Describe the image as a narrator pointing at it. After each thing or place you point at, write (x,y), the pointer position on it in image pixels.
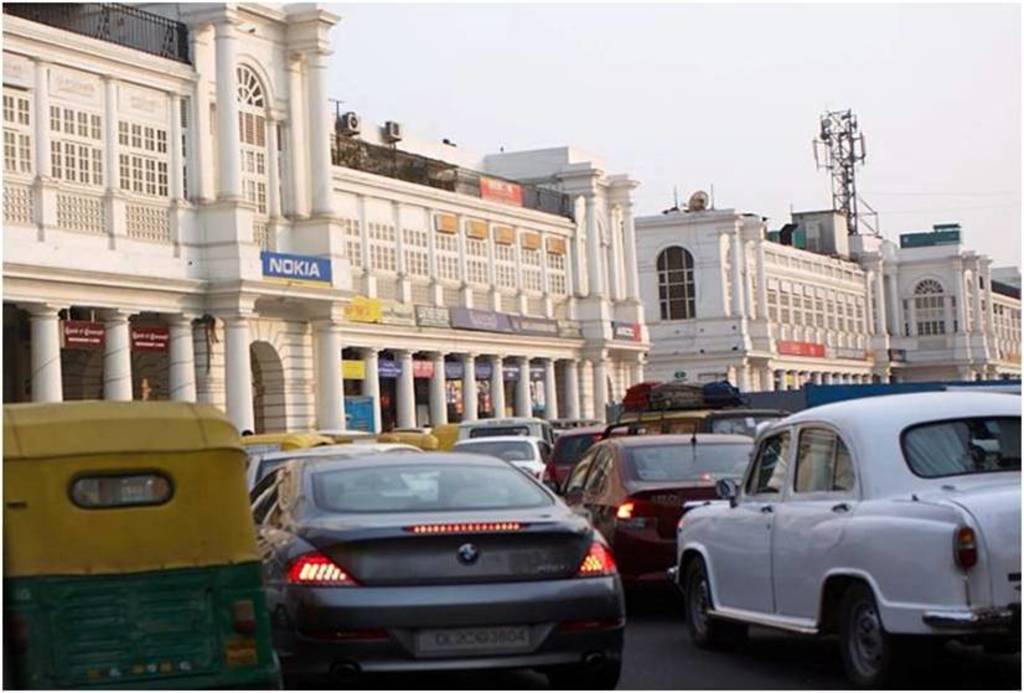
In this image, we can see a vehicle (790,523) which are moving on the road (742,680). In the background (729,280), we can see a building (495,276), pillars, board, hoardings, air conditioner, cellphone tower (816,157), electric wire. At the top (590,53), we can see a sky (461,97).
